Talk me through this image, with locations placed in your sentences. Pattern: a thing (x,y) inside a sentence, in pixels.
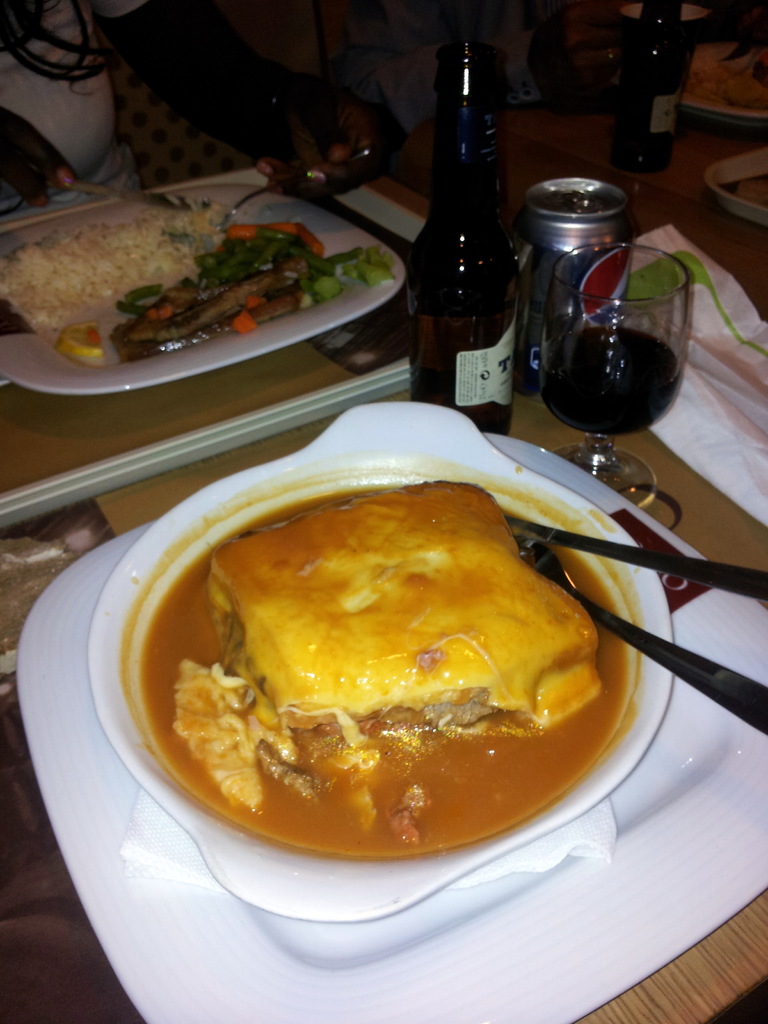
In the image we can see there is a bowl (121,589) in which there is food item (441,654) and fork (660,571) and spoon (665,557) and on tray (268,292) there is rice (92,262) and vegetables (380,264). There is a beer bottle (478,262) on the table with wine glass (582,297) and soda can (560,229).
